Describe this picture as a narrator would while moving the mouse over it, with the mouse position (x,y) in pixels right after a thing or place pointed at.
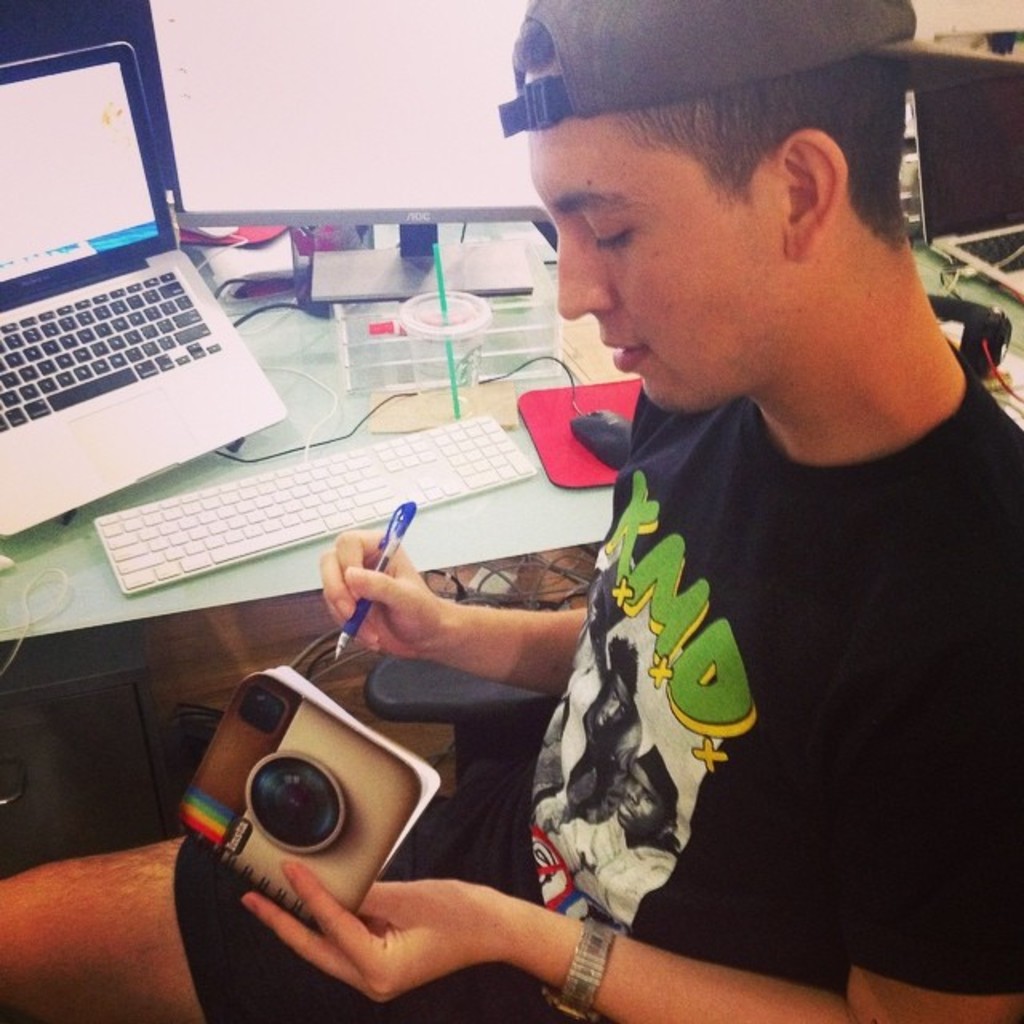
In the image I can see a person (532,767) who is holding the pen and sitting in front of the table (54,597) on which there is a laptop (18,471), mouse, keyboard (389,472) and some other things (496,200).
